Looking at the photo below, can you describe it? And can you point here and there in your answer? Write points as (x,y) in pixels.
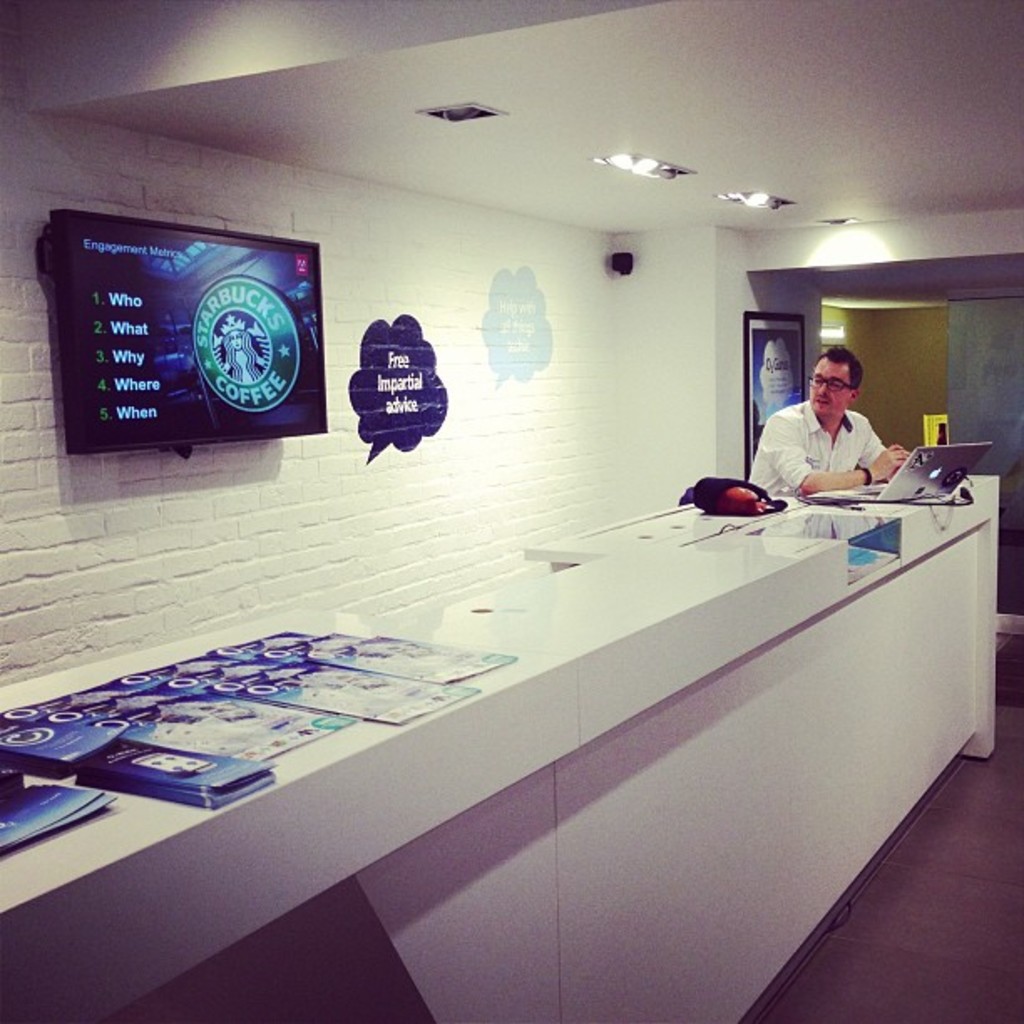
In this image we can see a man (824,369). There is a table (761,749). On the table (419,725) we can see books (199,715), papers (296,702), laptop (945,494), and objects (730,490). In the background (509,386) we can see walls (426,454), frame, screen (98,233), lights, and ceiling (686,164).
